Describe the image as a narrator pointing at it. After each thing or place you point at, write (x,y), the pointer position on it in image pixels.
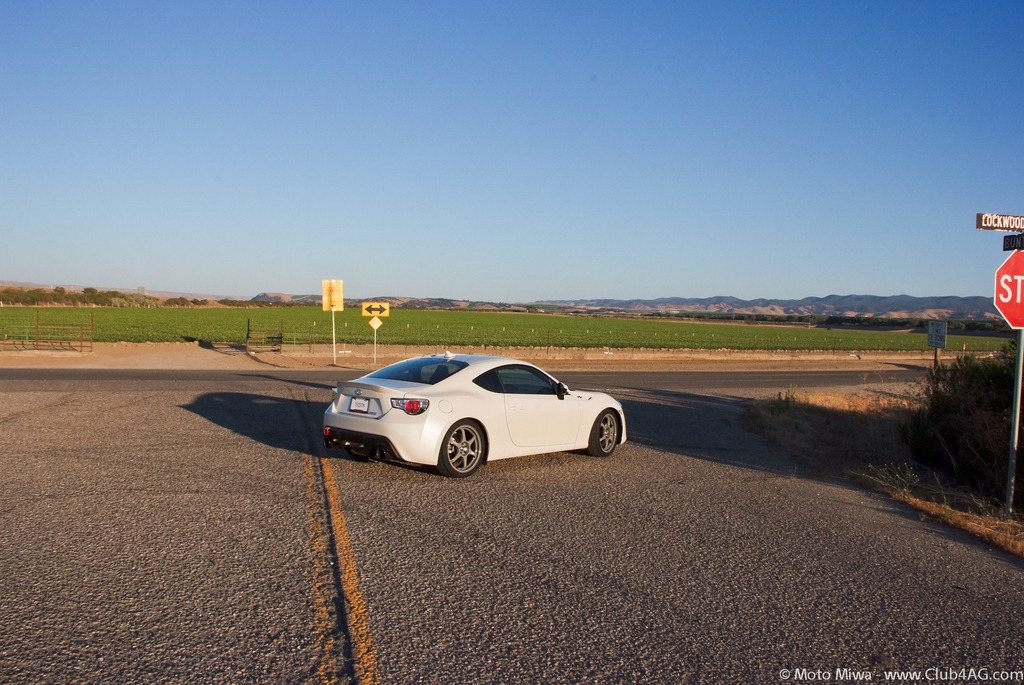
In the center of the image (412,406) we can see a car (376,398). In the background of the image (385,327) we can see mountains (195,294), trees (129,301), grass (392,313), boards (385,310), fences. On the right side of the image (943,400) we can see some plants (941,373), boards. At the bottom of the image (517,598) we can see road (749,624) and some text (879,676). At the top of the image (603,149) we can see the sky (590,163).
